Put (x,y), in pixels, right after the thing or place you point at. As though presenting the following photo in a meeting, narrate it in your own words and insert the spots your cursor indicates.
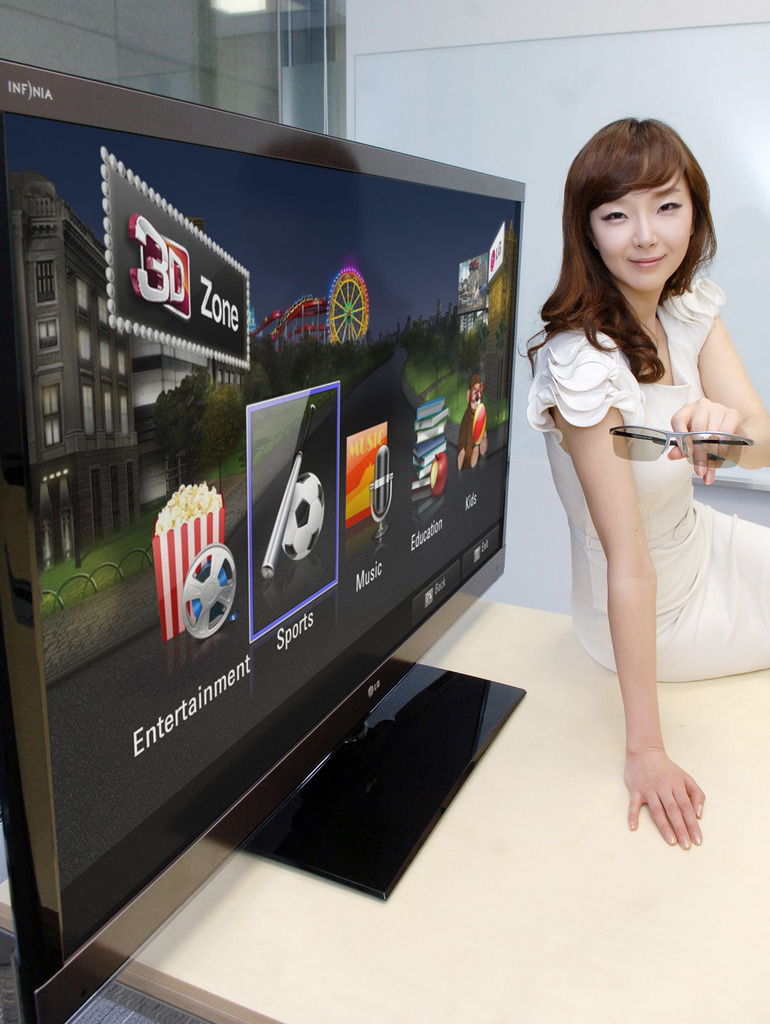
In the center of the image (473,577) there is a TV (344,799) on the table (760,830). There is a lady (596,386) holding a sunglasses (657,441). In the background of the image (549,91) there is wall (443,70).
